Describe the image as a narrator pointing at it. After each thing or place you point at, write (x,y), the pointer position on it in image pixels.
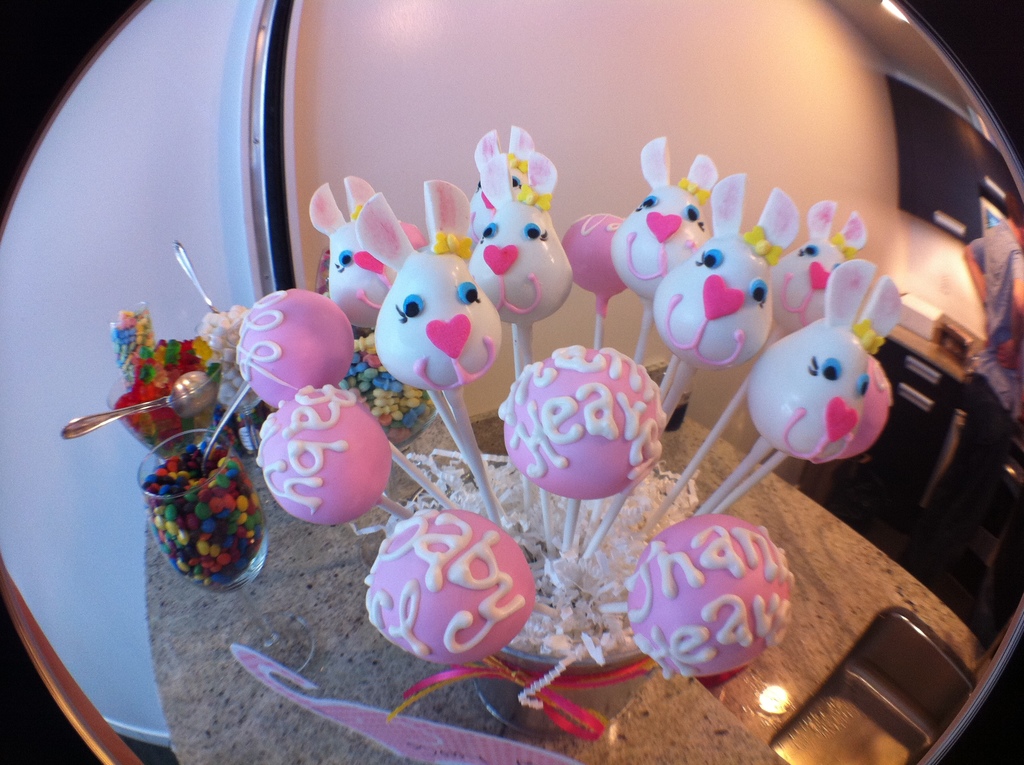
In this image, there are candies (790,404).
